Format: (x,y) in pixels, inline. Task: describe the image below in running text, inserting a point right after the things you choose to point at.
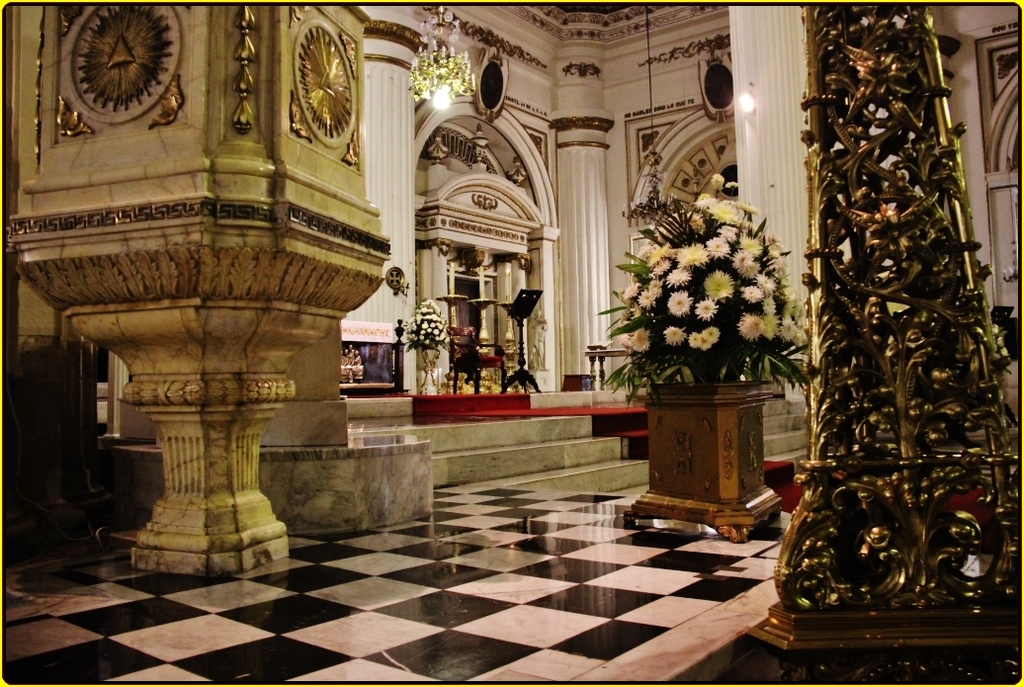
This image is taken from inside. In this image there are pillars (765,72) with designs (232,275), flower pots (764,330), a chair (500,360), arches (710,117), a chandelier (435,62), a few objects (516,372) and wall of a building (566,323).
